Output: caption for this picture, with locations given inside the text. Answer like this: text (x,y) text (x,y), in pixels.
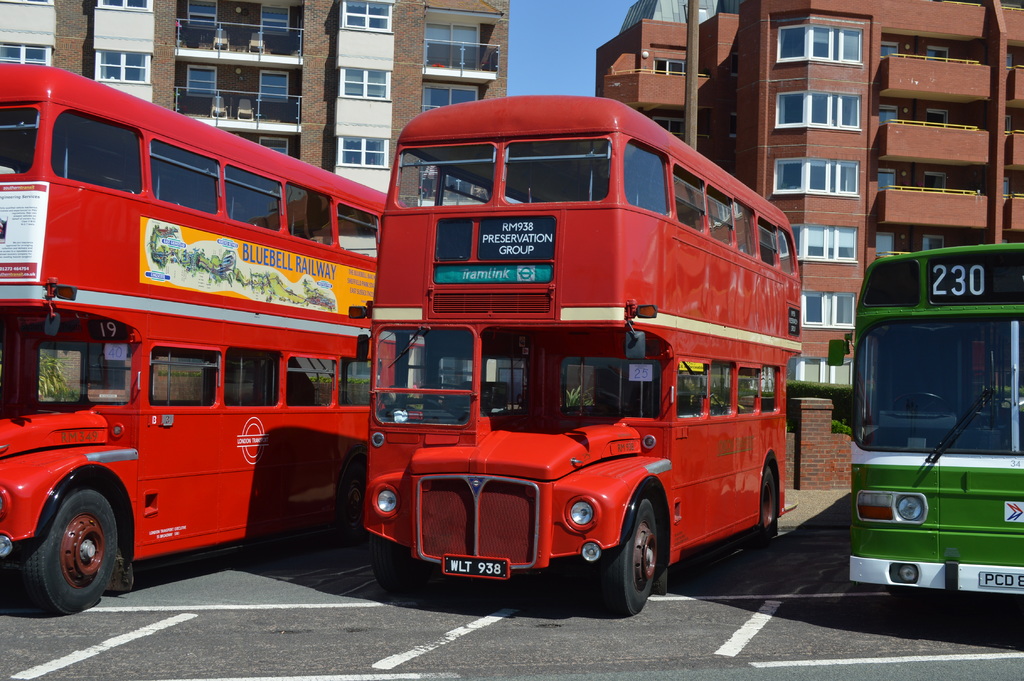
In the center of the image (488,401) we can see three buses (501,479) on the road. In the background (405,38), we can see the sky (605,25) and buildings (422,86).
